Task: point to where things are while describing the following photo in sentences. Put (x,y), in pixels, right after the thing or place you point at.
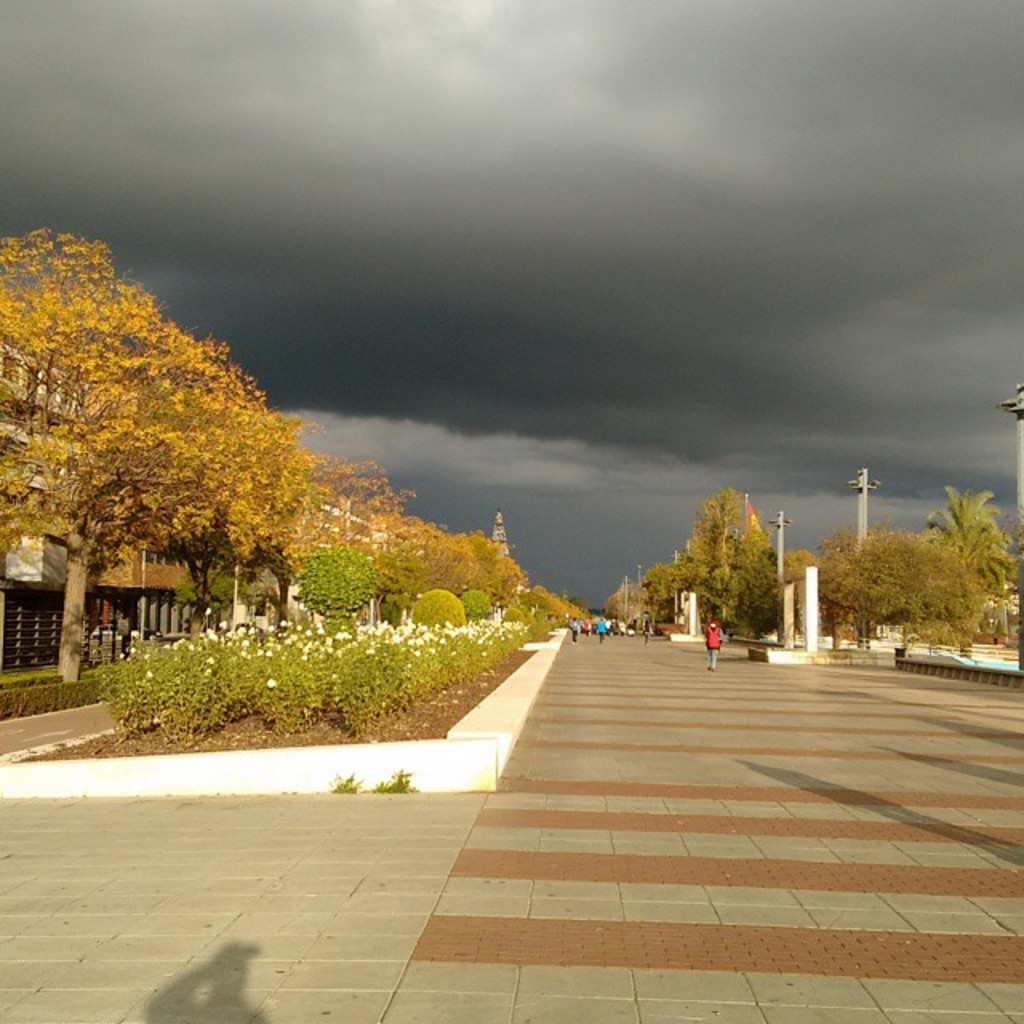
In this picture there are people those who are walking in the center of the image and there are trees (768,632) on the right (776,598) and left side of the image (158,542), there are poles (860,503) on the right side of the image (1021,447) and there are buildings (6,634) on the left side of the image (37,621).
